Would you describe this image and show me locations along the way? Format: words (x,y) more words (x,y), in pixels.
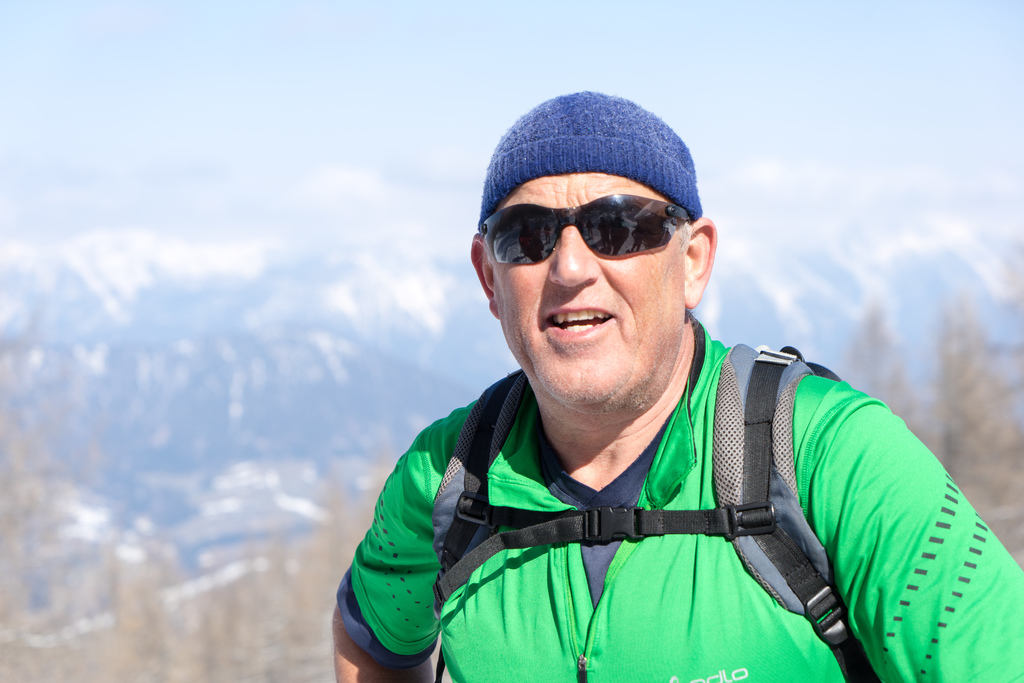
In this picture we can see a man (635,418) smiling, he wore a cap (572,129) and goggles (596,218), he is carrying a backpack (775,492), in the background (981,413) we can see trees (964,366), there is a blurry background (930,357).
